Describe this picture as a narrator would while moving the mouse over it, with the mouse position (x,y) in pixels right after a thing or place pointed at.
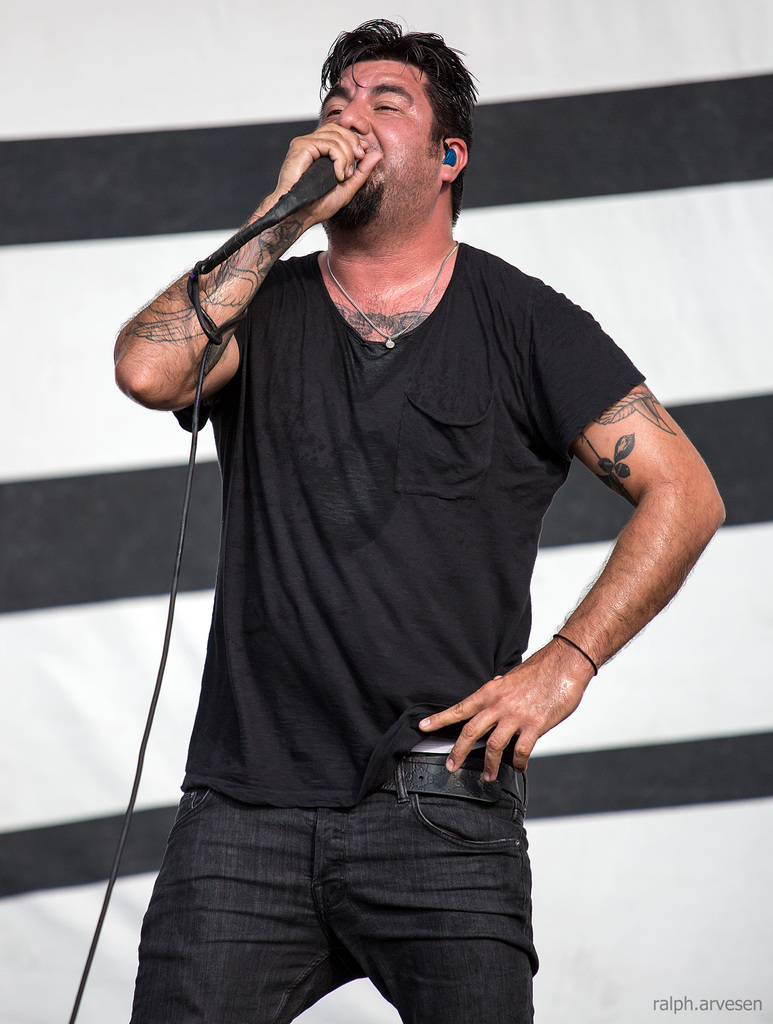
In this image, we can see a person (332,261) holding a microphone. We can also see the background (746,288). We can see some text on the bottom right corner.
